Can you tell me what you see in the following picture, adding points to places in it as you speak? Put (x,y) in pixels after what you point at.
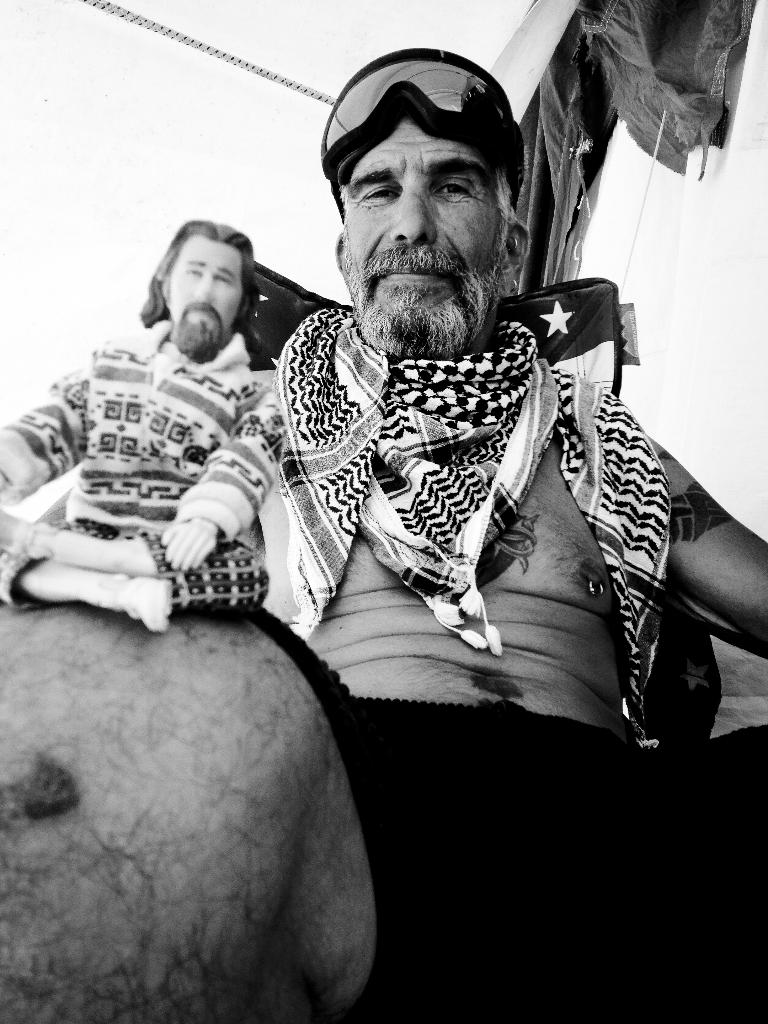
This is black and white picture where we can see a person (275,517) and a doll (193,364) are sitting, one person (365,398) is wearing scarf (432,419) and the other one (162,420) is wearing sweater (127,412).
